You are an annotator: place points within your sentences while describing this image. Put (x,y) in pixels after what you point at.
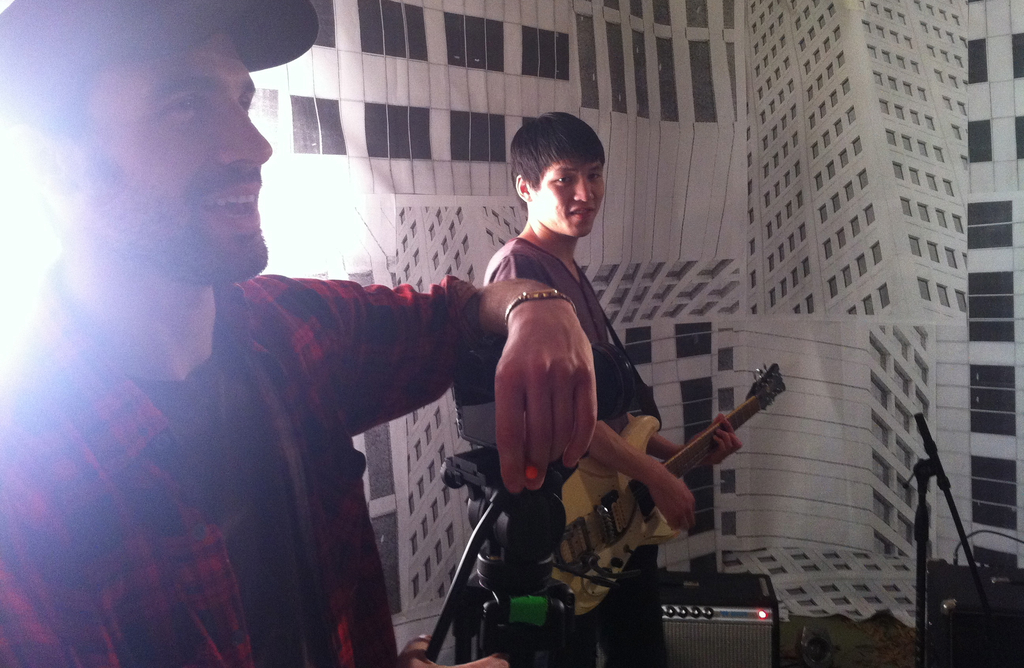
In this picture there is a man (113,469) who is wearing a black t shirt (209,465) and a red check shirt (83,541). He is wearing a cap (91,37) on his head (132,35). In the middle (562,238), there is also another person (536,222) who is wearing a grey t shirt (576,283) and is playing a guitar (639,519). There is a camera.
